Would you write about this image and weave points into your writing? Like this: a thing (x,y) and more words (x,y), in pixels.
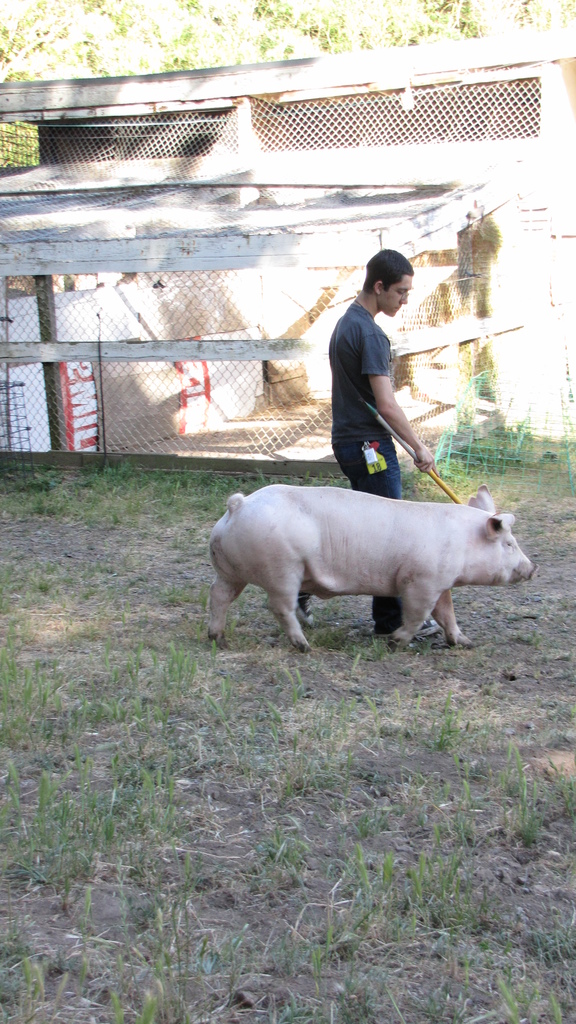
This picture shows a man (357,411) standing and holding a stick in his hand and we see a pig (438,571) and a house (541,279) on the side and few trees (203,16) and grass (187,849) on the ground (409,830).
